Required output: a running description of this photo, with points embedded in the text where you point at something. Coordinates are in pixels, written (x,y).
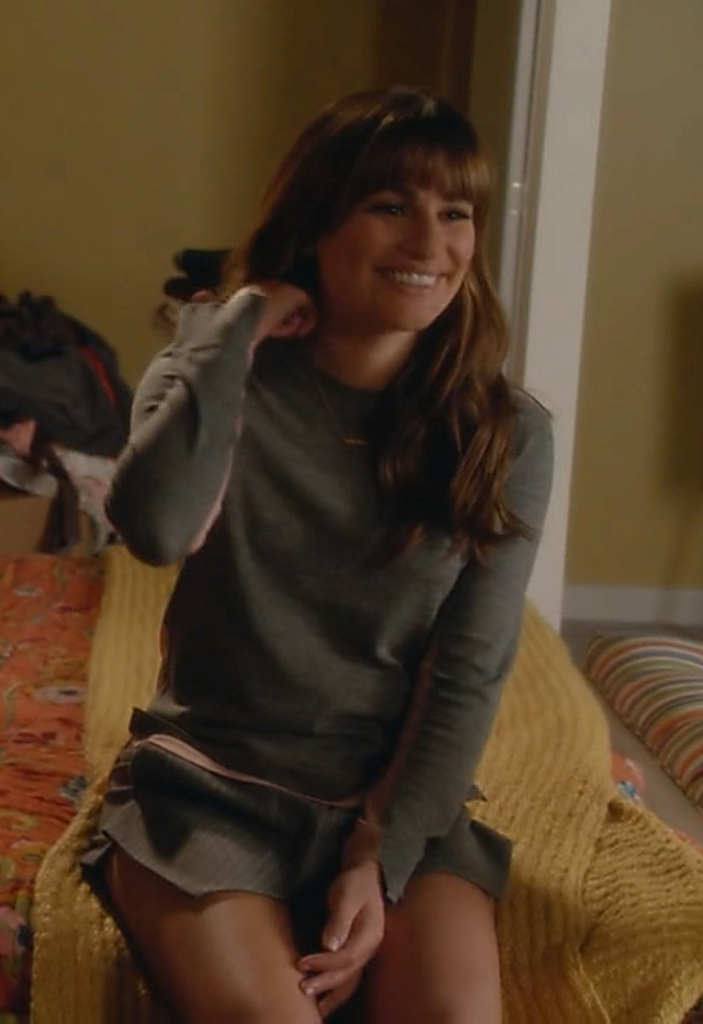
There is a woman (486,237) in a skirt (160,784) smiling and sitting on a bed (47,828) which is covered with a bed sheet (55,643). In the background (106,53), there is a wall (319,86).
